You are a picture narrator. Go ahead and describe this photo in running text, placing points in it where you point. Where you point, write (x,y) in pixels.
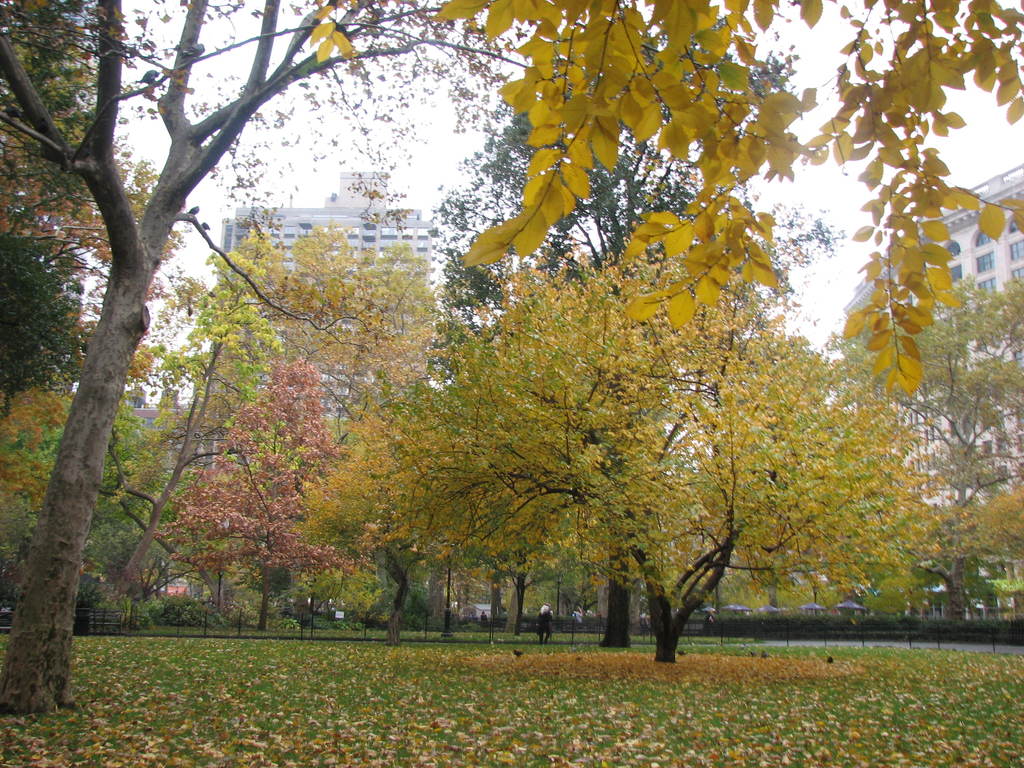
In this image, we can see so many trees (651,595), poles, grass (653,699) and dry leaves (488,746). Background (423,96) we can see buildings (962,301) and sky (273,159). Here we can see a person (538,620).
